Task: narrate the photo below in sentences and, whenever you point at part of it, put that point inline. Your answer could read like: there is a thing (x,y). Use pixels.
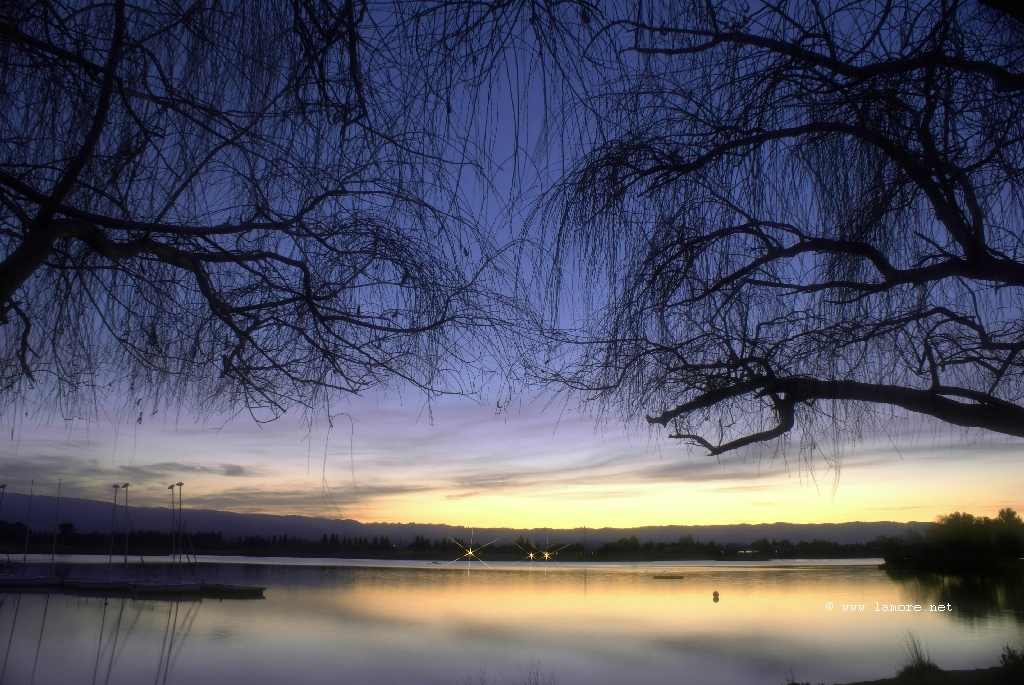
As we can see in the image there is water (376,628) and trees (298,364). In the background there are lights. On the top (566,98) there is sky (544,405).
